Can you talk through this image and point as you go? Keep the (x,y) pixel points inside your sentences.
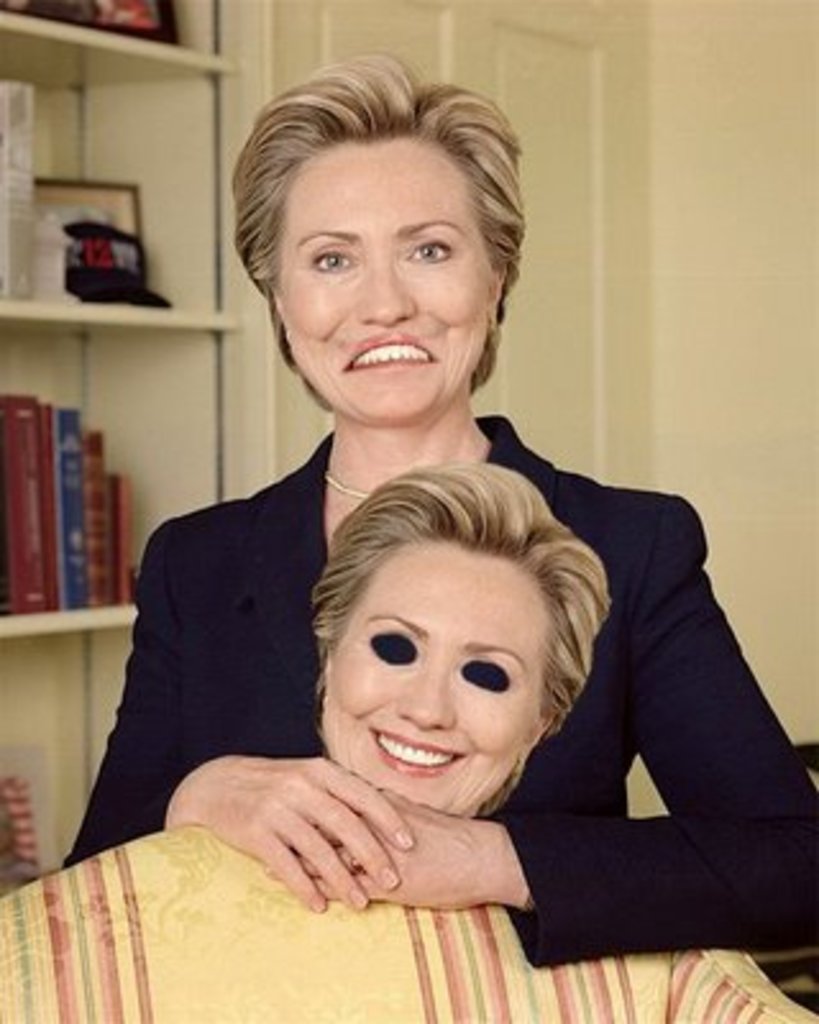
This is edited image where we can see a woman (446,453) is standing. She is wearing black color dress (214,693). Behind her one rack (116,157) is there, In rack (75,126) books (34,599) are arranged and few things (57,240) are arranged.
